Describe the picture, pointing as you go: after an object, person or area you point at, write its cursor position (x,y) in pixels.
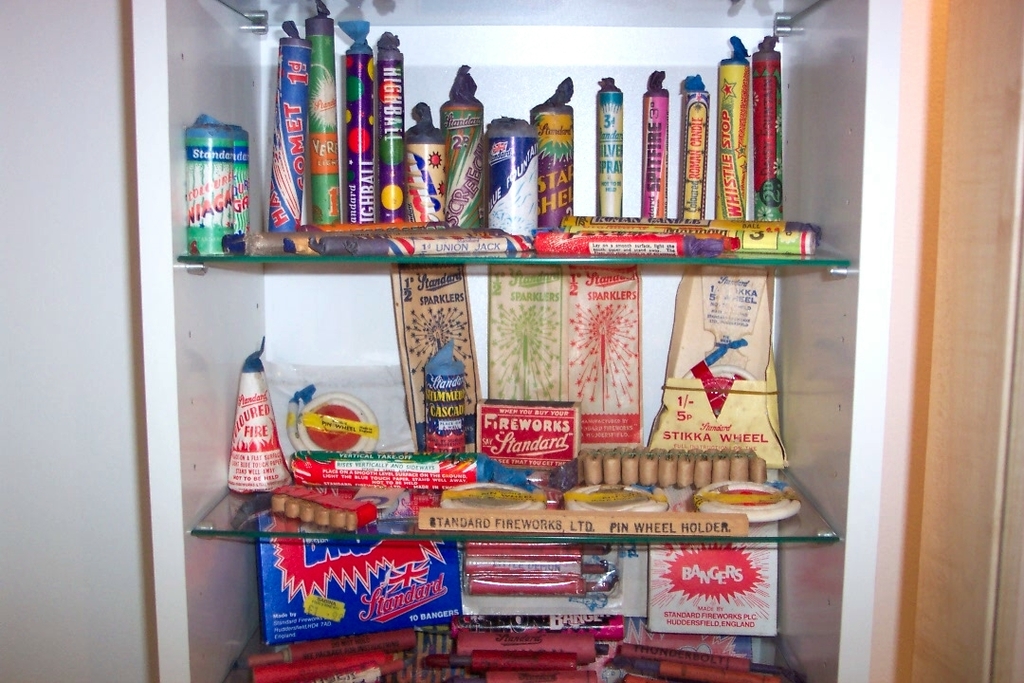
In this image we can see different kinds of fireworks (436,294) arranged in the different shelves (564,9) of the cupboard (616,59).
